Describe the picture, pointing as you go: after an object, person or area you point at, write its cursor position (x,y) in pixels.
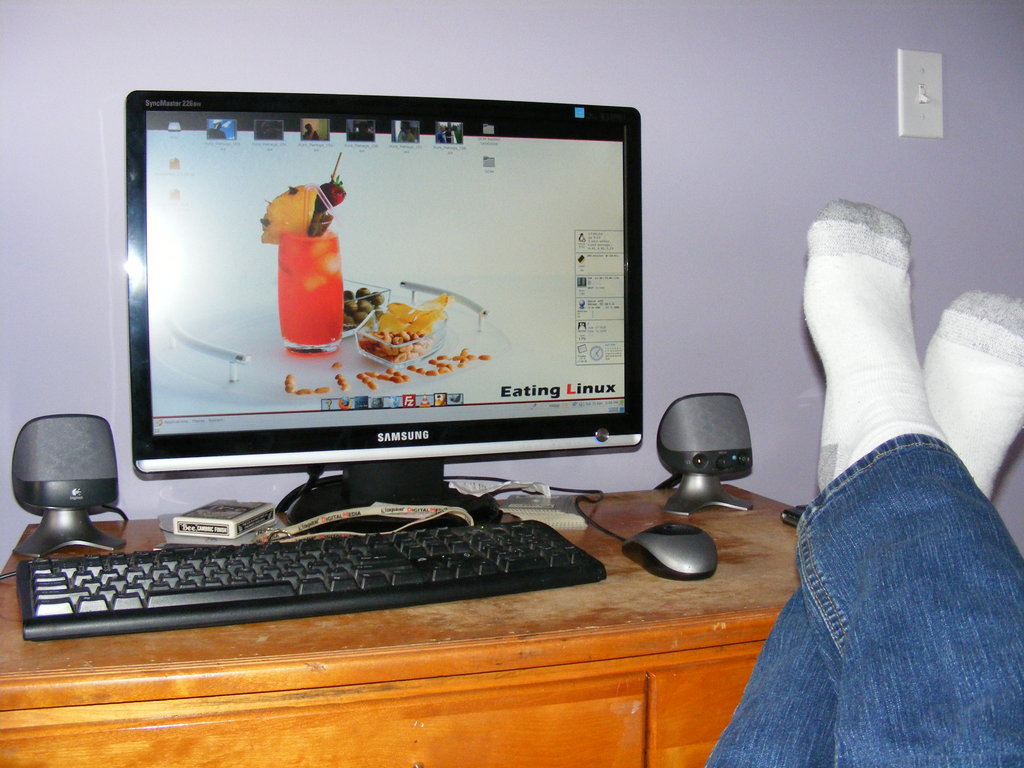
On this table (353,674) there is a box (270,510), speakers (710,450), mouse (677,539), keyboard (386,537) and monitor (474,278). These are legs (960,566) with socks (962,356).
